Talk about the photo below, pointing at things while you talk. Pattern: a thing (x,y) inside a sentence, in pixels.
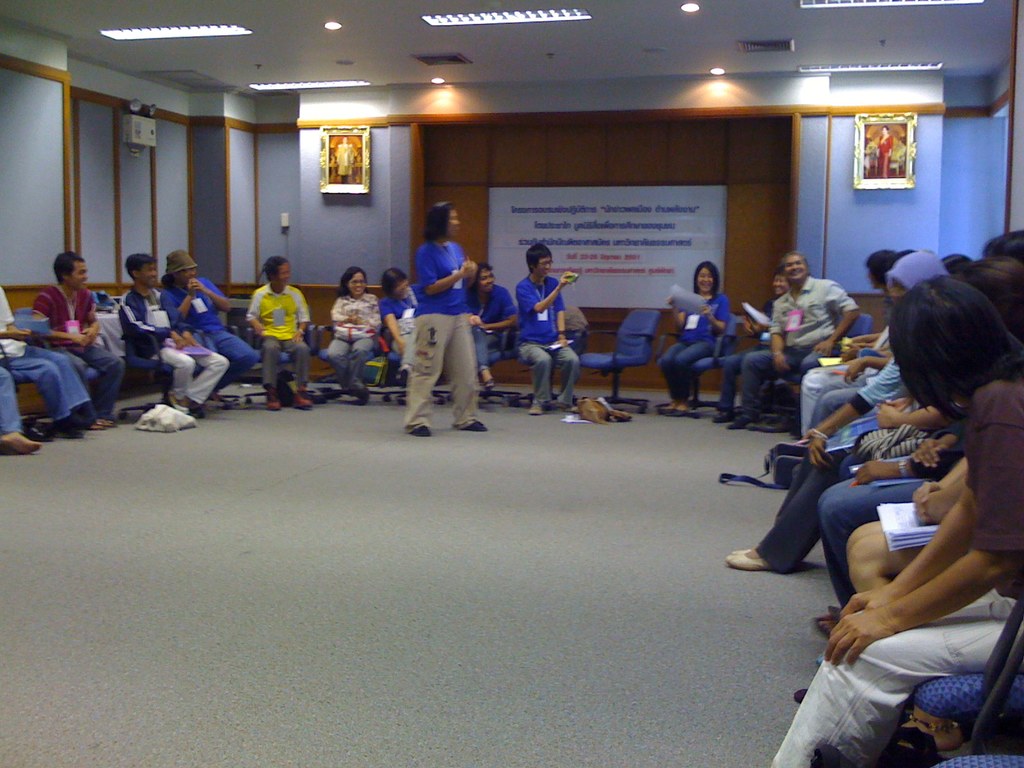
In this image I can see in the middle (437,287) a person (437,287) is standing, this person (425,284) wore blue color t-shirt (425,284) and a trouser (452,365). A group of people (484,380) are sitting around him on chairs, there are photographs (885,162) on either side of this image and there are ceiling lights (852,6).
